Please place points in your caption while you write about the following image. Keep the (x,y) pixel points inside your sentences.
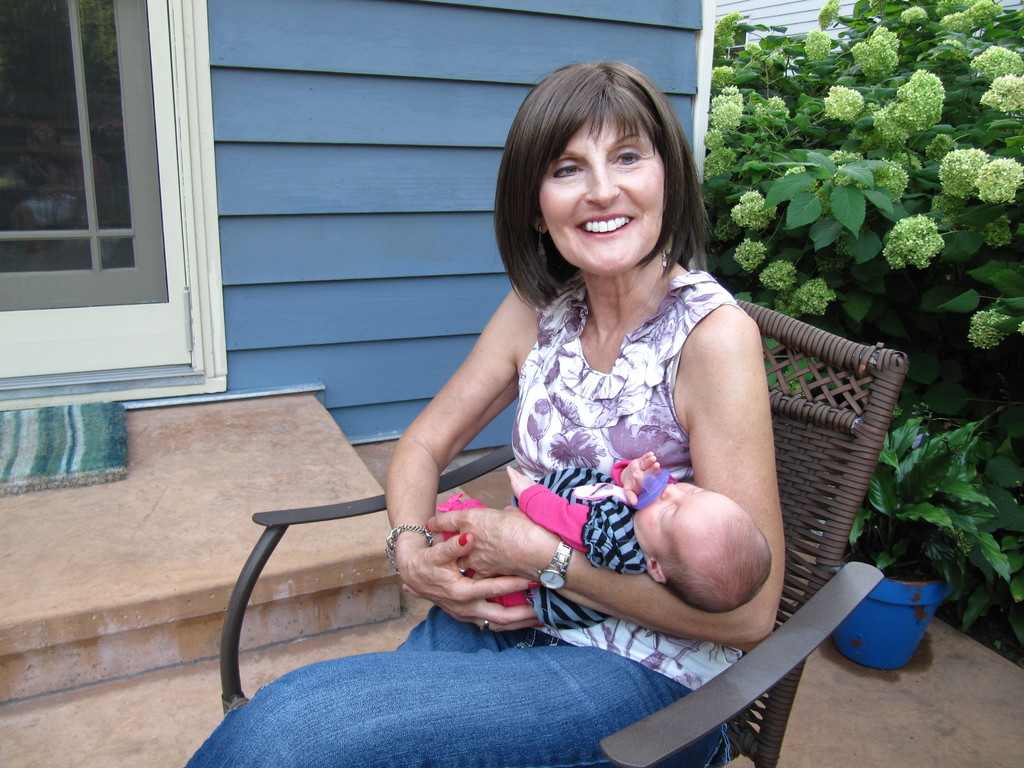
A woman (564,262) is sitting on the chair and holding kid (590,510) in her hands (668,614), she is smiling. In the background (365,325) there are plants (852,166), wall (359,180) and window (84,239).
